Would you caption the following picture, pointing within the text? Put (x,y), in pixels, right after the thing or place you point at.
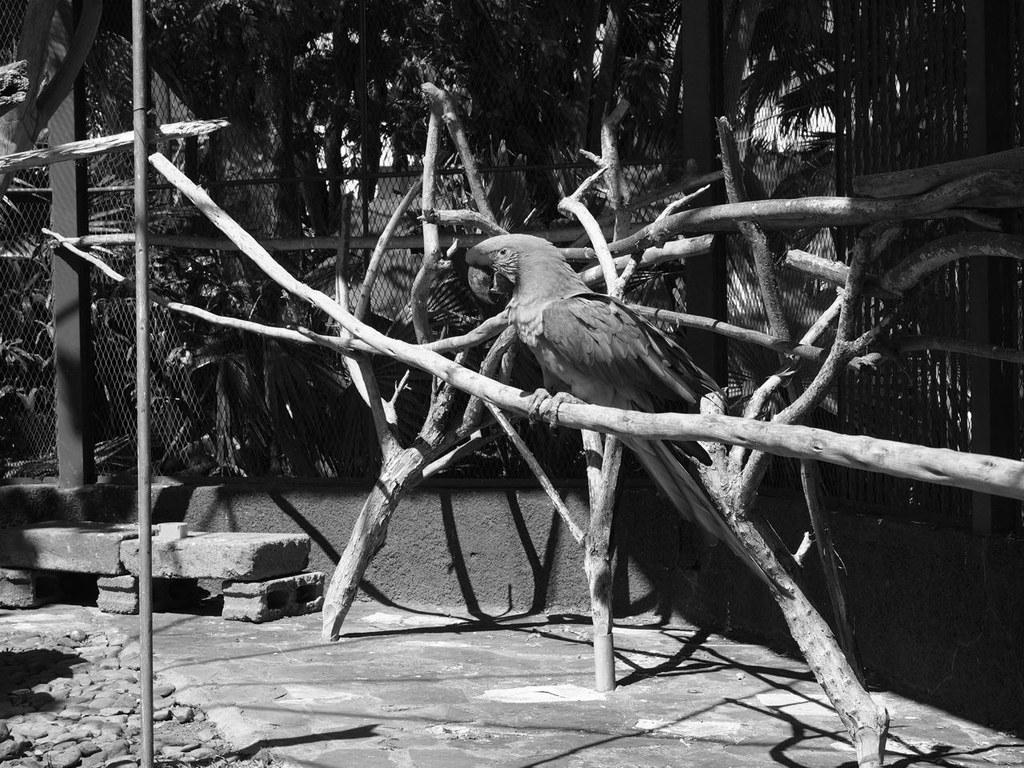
In this black and white image, there is a bird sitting on the wood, on the left side (72,695) we can see some stones (161,570) and in the background (179,339) we can see some trees (394,71).
